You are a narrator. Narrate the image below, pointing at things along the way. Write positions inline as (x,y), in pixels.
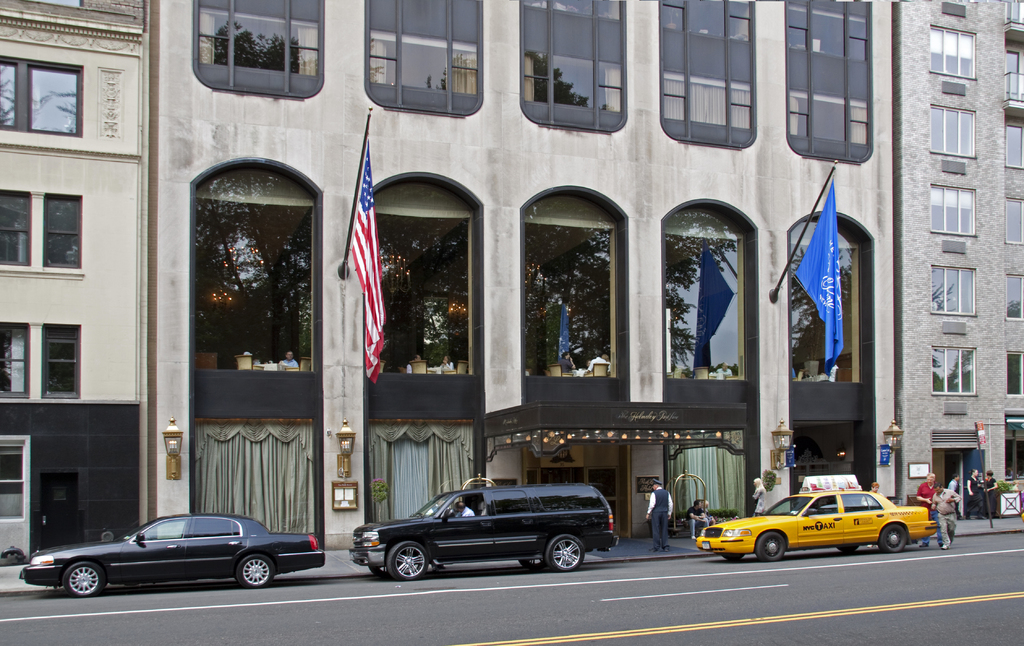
In this image, at the bottom (772,547) there are cars (793,529), people (695,522), windows (587,500), curtains (279,501), road (930,545), objects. At the top (532,215) there are buildings (562,266), flags (376,296), poles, windows (541,261), glasses (563,317), people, chairs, curtains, lamps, text (651,478) and a wall (181,356).
